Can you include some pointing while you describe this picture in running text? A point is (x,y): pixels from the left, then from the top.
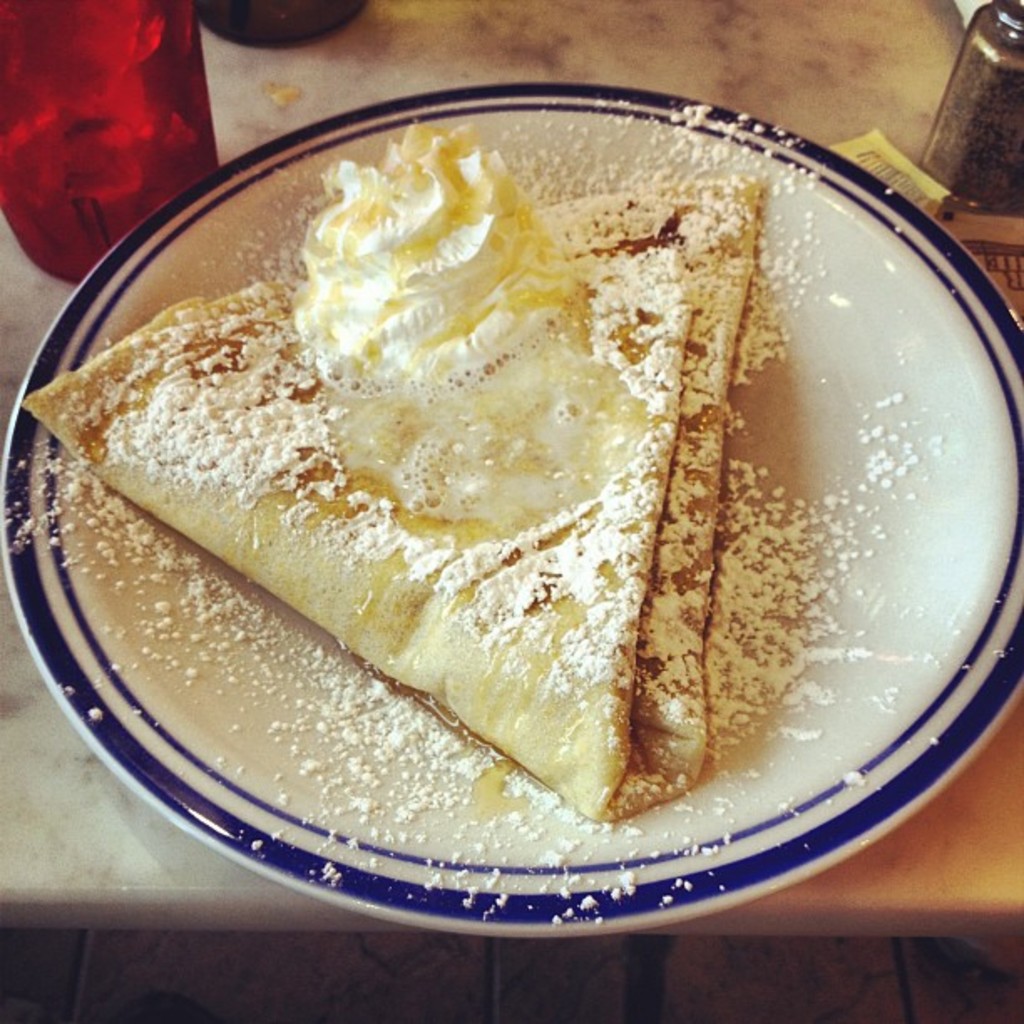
In this image there is floor (9,938) at the bottom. There is a red colored object (180,10) on the left corner (19,101). There is an object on the right corner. There is food (180,352) in the plate (247,753) on the table (46,848).
